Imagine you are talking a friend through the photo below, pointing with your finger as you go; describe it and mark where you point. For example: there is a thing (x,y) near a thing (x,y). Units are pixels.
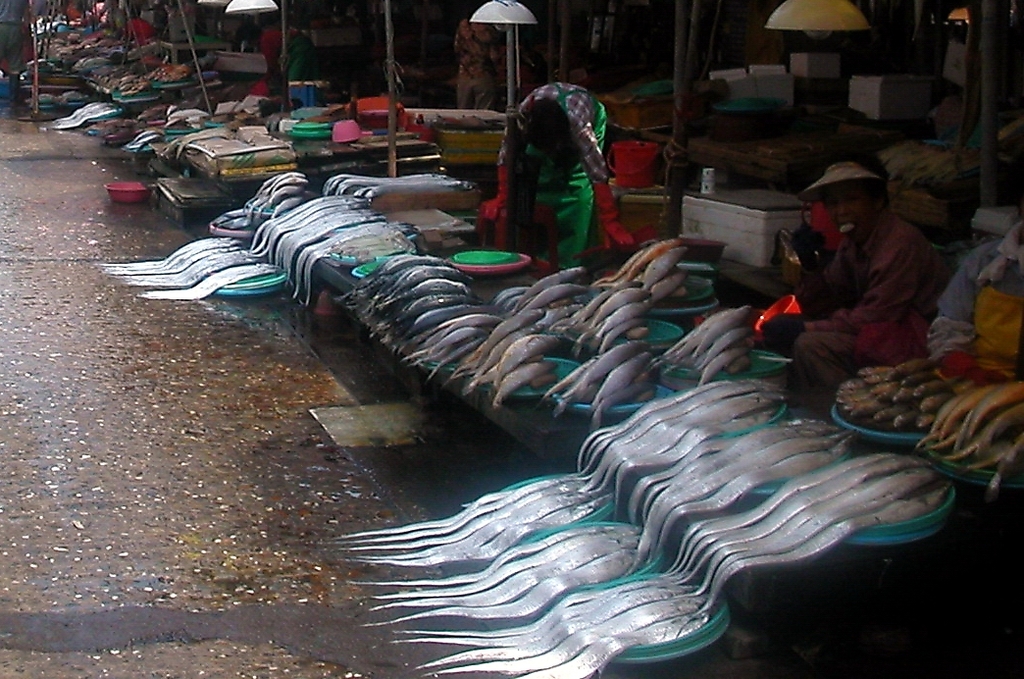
It looks like a fish market (574,31). In this picture we can see a few fishes (573,271) in the bowls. There are a few people (539,113) visible in the fish market (610,438).
